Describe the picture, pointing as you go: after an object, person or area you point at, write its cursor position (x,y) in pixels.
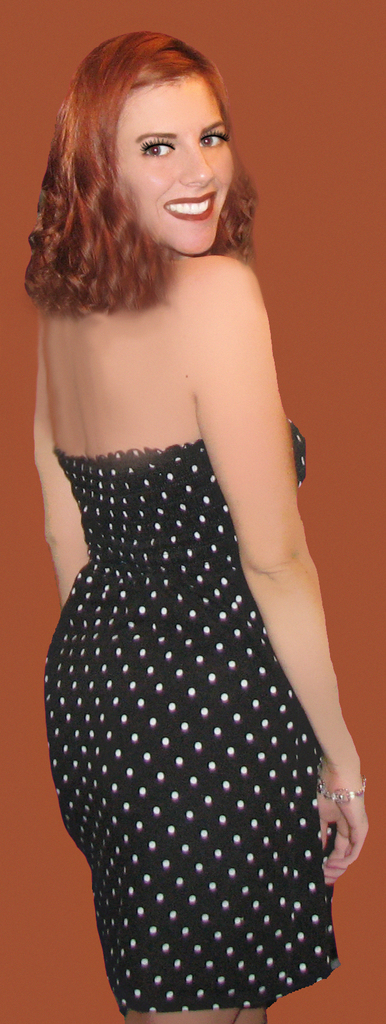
In this image we can see a lady (168,514), and the background (336,115) is orange in color.
